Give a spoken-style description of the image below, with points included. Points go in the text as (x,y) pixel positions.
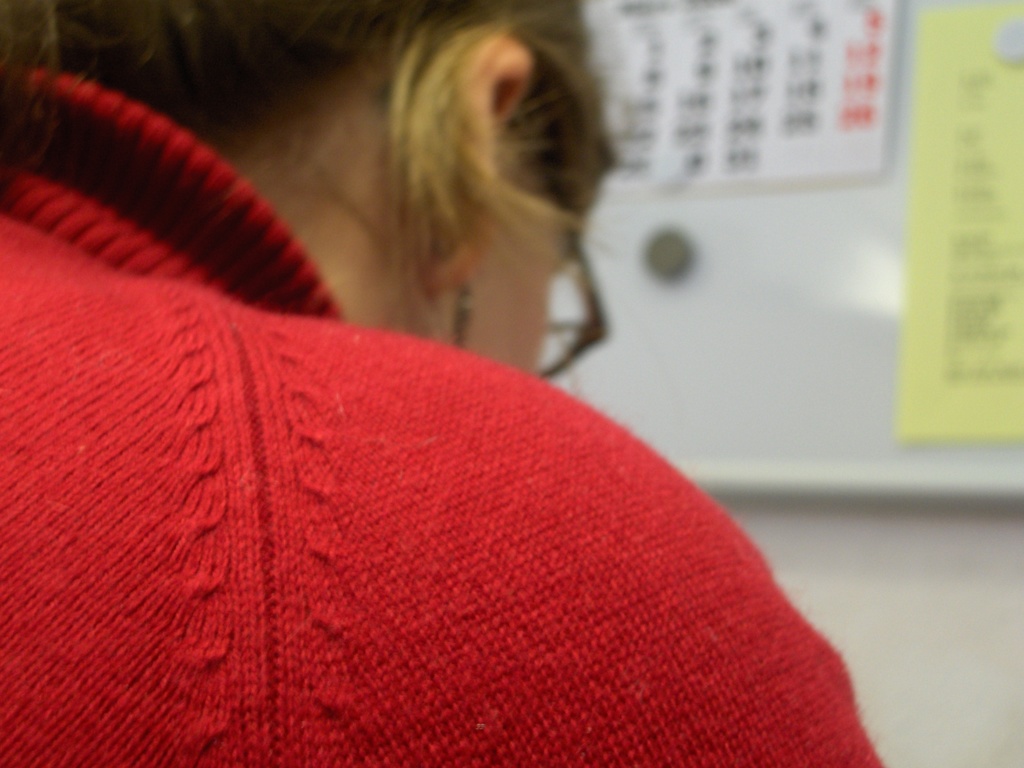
In this picture I can see there is a woman (517,407) and she is wearing a red sweater (477,460) and a spectacles (578,327). In the backdrop (777,188) there is a wall (667,407), there is a calendar (882,121) and a paper (911,220) pasted on the wall (902,14).
